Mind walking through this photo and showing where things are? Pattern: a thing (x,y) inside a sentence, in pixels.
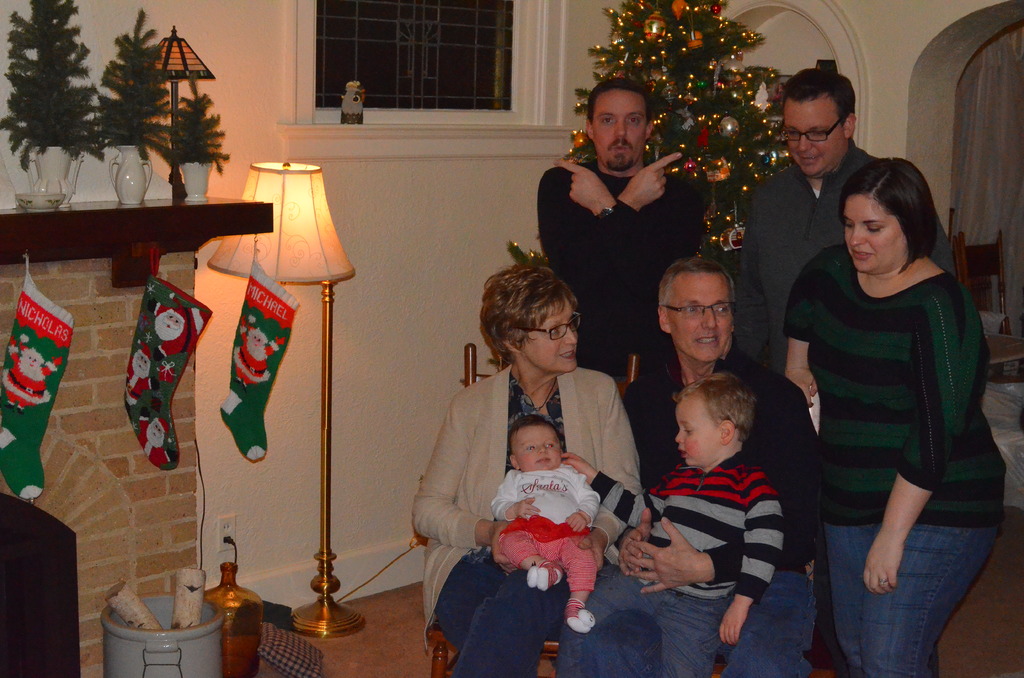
Here we can see few persons (688,435). There is a lamp (283,165), a crock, stockings (165,391), flower vases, window (514,39), and a Christmas tree (754,83). In the background (501,190) we can see a wall (924,40) and there is a chair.
